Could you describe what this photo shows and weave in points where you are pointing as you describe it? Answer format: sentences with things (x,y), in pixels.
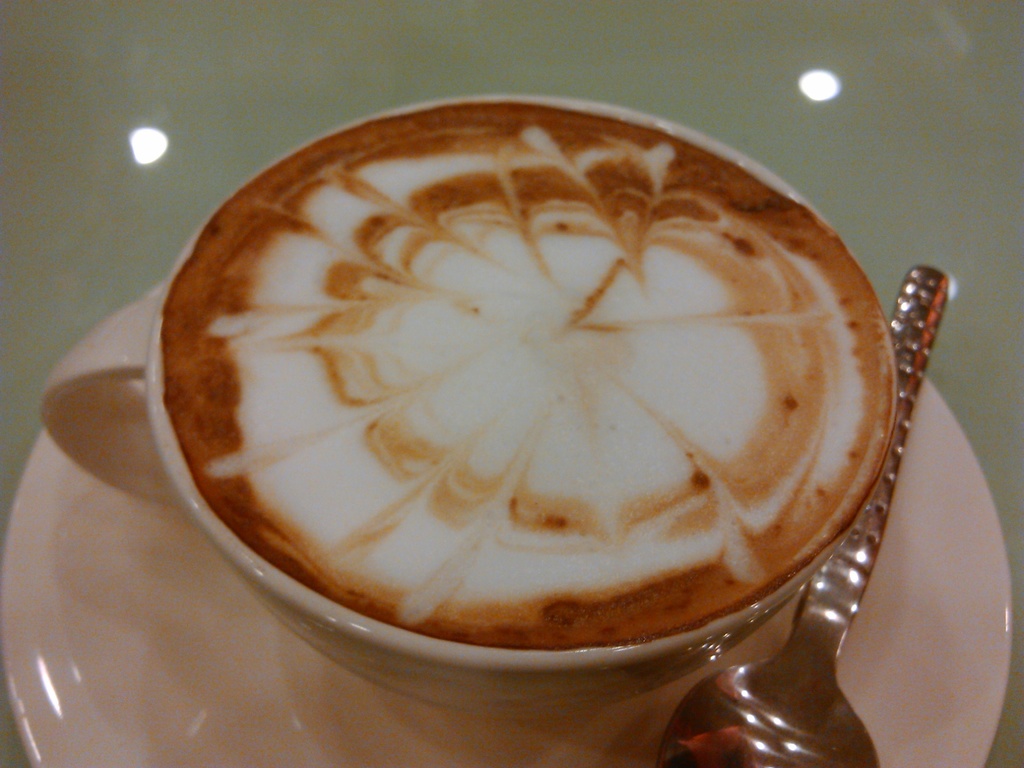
In this image I can see the cup (330,618) on the saucer (129,623) and I can also see the spoon (711,716) and I can see some liquid (469,453) in white and brown color in the cup (273,581).
